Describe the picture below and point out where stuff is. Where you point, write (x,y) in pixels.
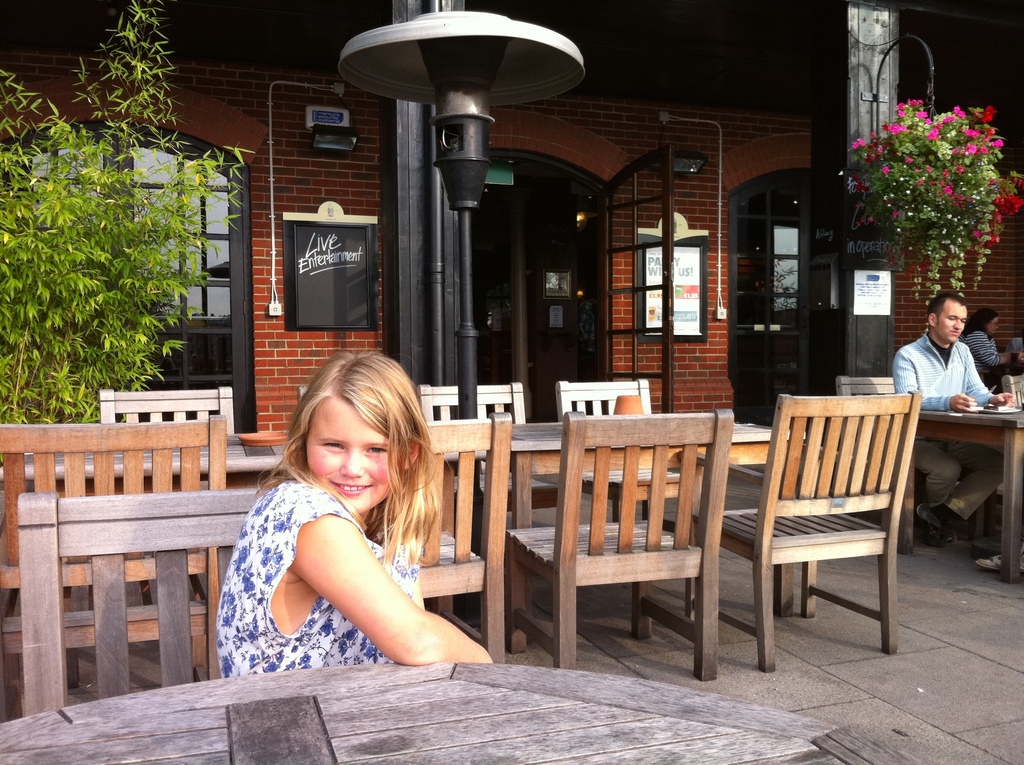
In this picture we can see one girl (374,622) is sitting in front of a table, on right side of the picture (937,367) there is a man (931,349) sitting in front of table (971,427) and looking at the plates (995,410) in the background (301,377) we can see brick wall (291,356) and glass doors (624,263) there are some plants (901,178) holding to the pole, on the left side (144,355) we can see some plants (109,251), on the backside of girl (306,493) there is a table (554,451) and some of the chairs (578,446) here.
